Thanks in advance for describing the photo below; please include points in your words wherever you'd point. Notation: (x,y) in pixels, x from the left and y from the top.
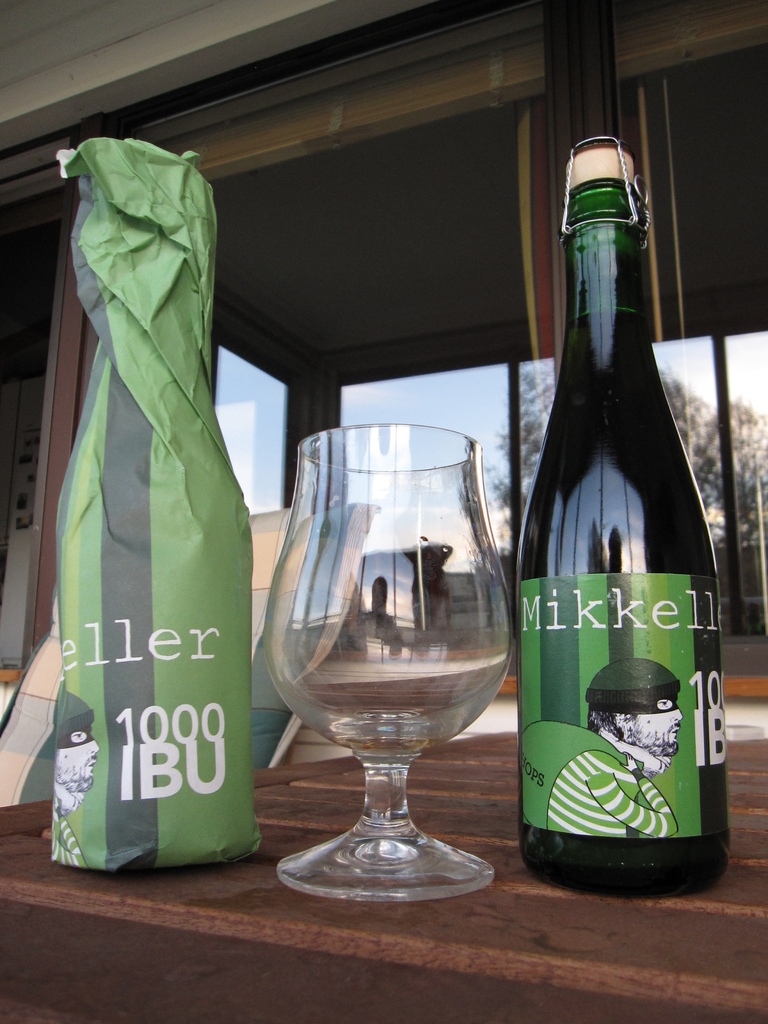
In this picture there are two beer bottles (562,385) kept on a table (364,925) with empty glass (428,505) and in the background (401,391) there is a window (491,383).
